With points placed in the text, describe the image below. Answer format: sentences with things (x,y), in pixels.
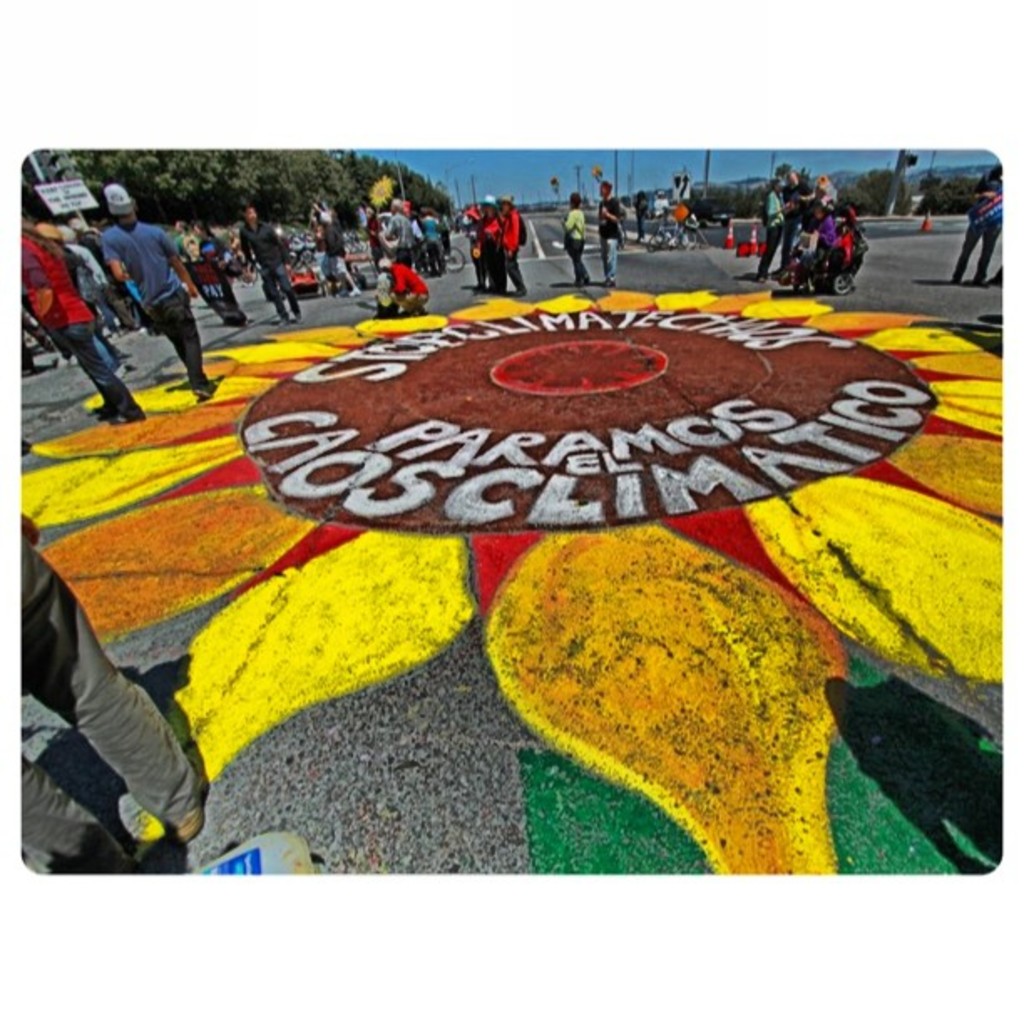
In this image, there are groups of people (287,267) standing and a person (397,314) sitting. I can see a painting (445,621) of a flower (540,486) with words (559,482), cone barriers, bicycles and few objects (840,242) on the road (392,785). In the background (352,214), there are trees (184,206), poles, a board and the sky (523,171).
